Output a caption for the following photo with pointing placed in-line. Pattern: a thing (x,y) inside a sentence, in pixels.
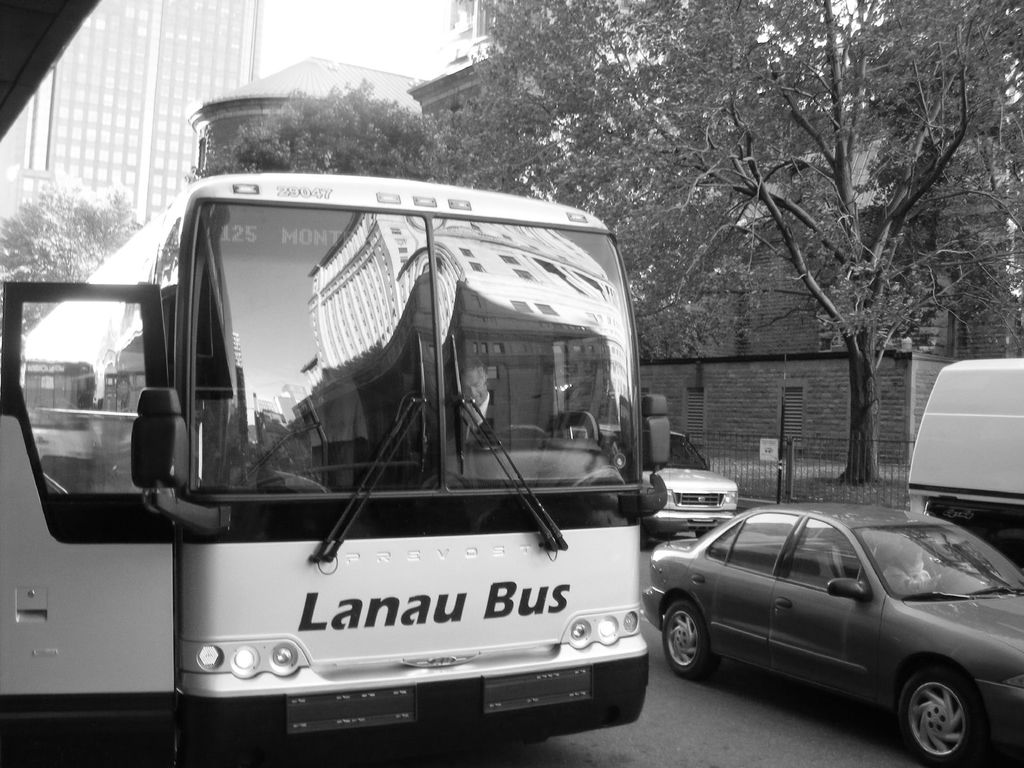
In this picture I can see the bus (620,520), cars (978,661), vans (978,400) and other vehicles (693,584) on the road (689,689). In the background (720,79) I can see the building (201,110), trees (973,163), wall (806,360) and fencing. At the top (384,28) I can see the sky (344,22).
